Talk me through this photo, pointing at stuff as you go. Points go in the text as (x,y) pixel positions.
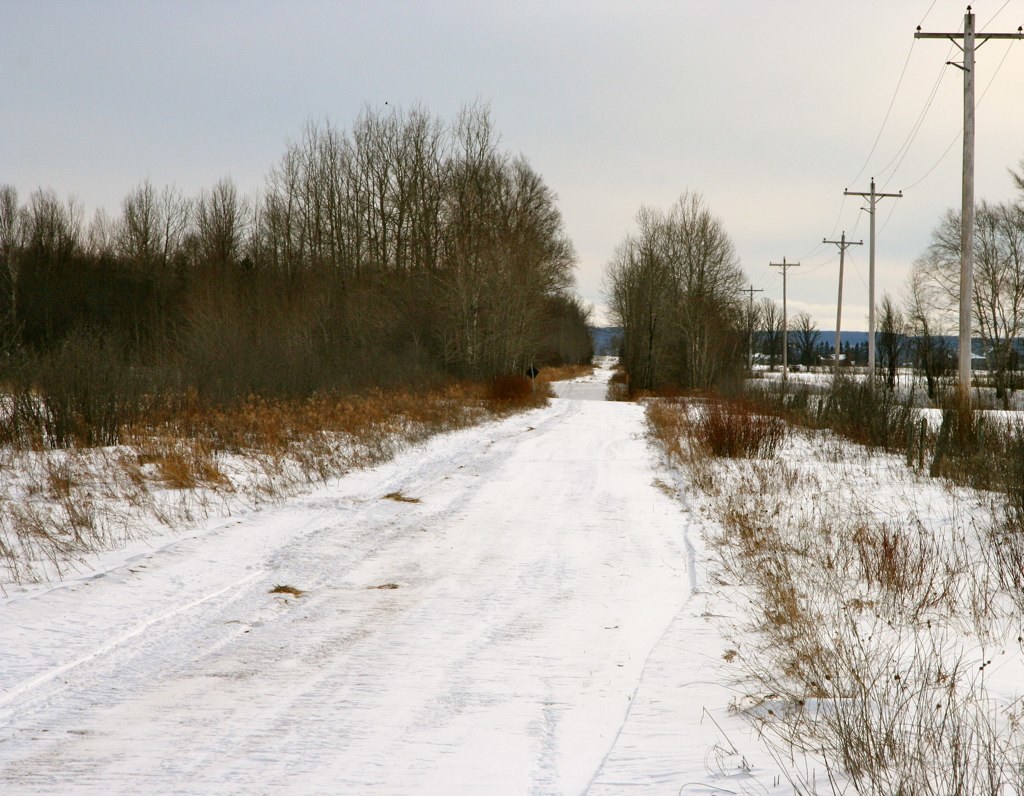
In this image I can see snow (662,671) which is in white color. Background (717,340) I can see trees (307,326) in brown color, few electric poles (966,379) and sky (707,91) is in white color.
